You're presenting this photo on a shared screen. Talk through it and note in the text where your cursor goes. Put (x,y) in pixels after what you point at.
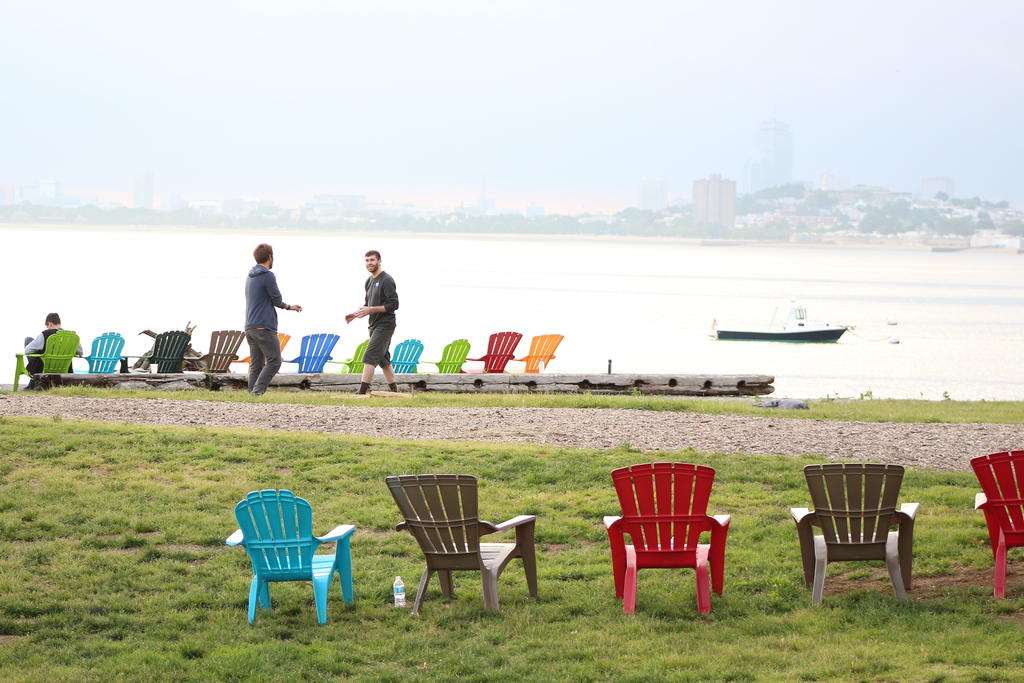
In this image there are two persons (255,372) who are standing on a beach (363,403). On the left (50,351) there is a person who is sitting on a green chair (65,359). On the bottom (685,615) there is a green grass (313,609). We can see here colorful chairs (475,531) on the ground (506,574). On the center (519,265) there is a water (403,247) on which we can see a boat (772,332). On the background (764,156) there is a city (976,203) under which we can see a buildings (770,159). On the top (507,76) we can see a sky (589,20) with full clouds (573,55).
